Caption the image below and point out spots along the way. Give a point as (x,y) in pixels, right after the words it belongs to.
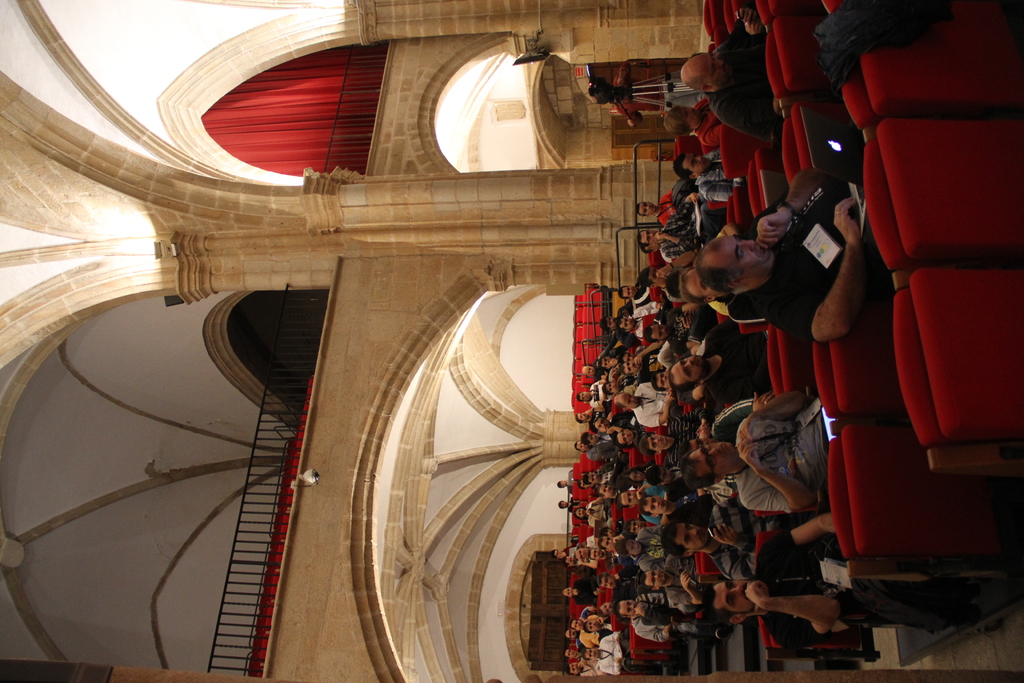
This picture shows many people (688,239) seated on the chairs (879,137) and we see a human (627,80) holding a camera (618,96) and we see red curtain (273,128).
